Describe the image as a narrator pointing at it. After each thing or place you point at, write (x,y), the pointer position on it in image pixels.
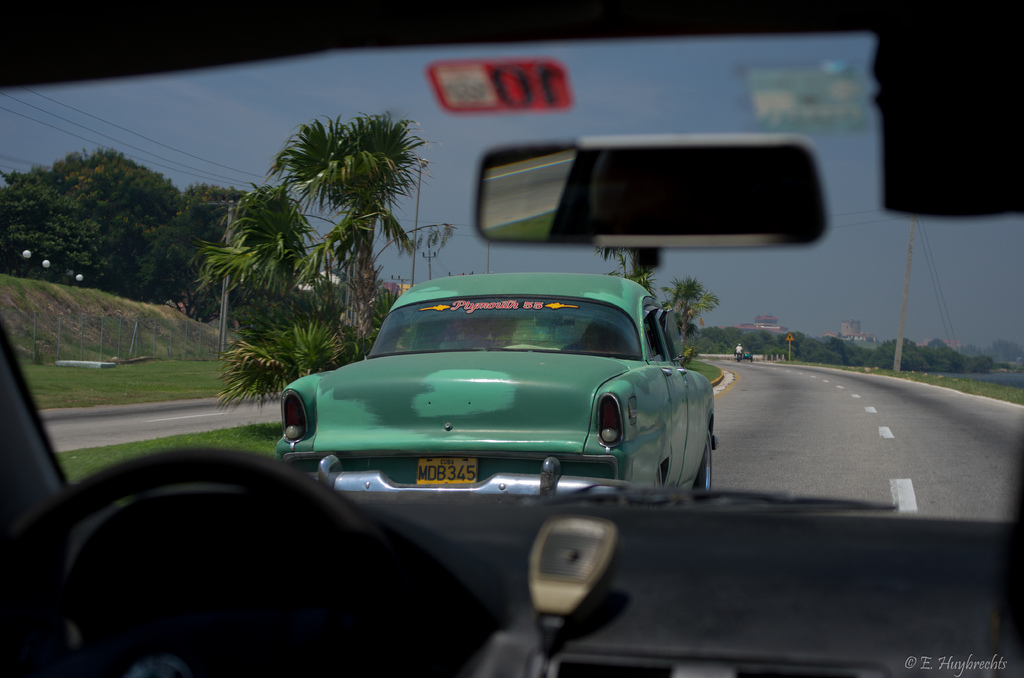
In this image I can see the vehicles (323,410) on the road (757,443). On both sides of the road (725,452) I can see the poles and many trees (344,351). In the background (708,322) I can see the buildings (851,321) and the sky (821,330).
